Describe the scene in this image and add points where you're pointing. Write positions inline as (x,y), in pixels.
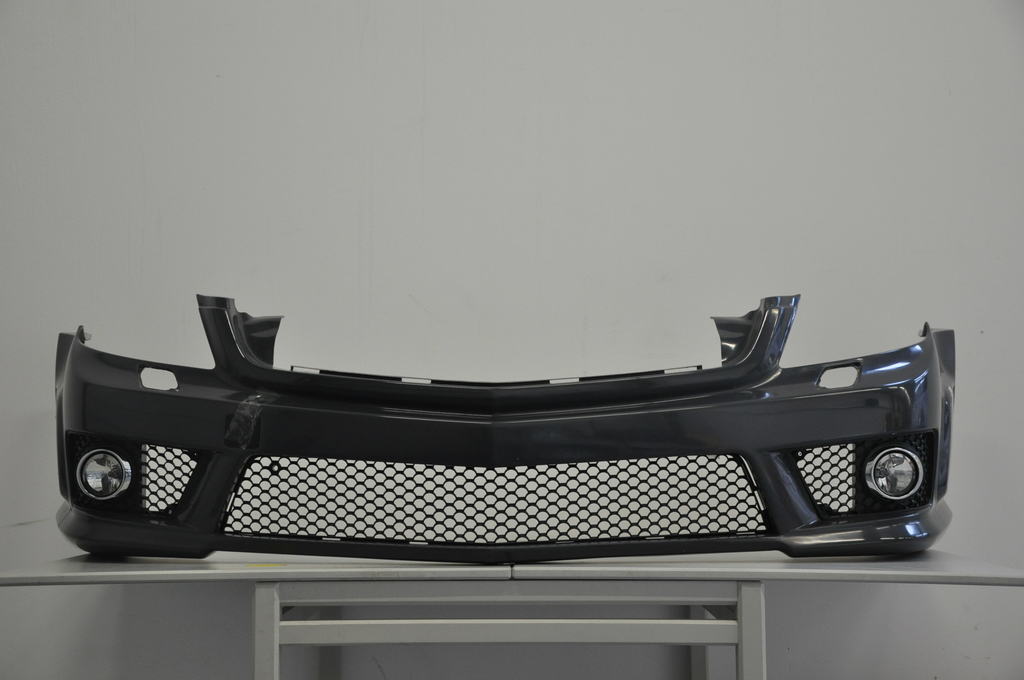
In this image there is a table (577,601) towards the bottom of the image (672,605), there is a grille (812,472) on the table (258,584), at the background of the image (768,219) there is a wall (771,605).
